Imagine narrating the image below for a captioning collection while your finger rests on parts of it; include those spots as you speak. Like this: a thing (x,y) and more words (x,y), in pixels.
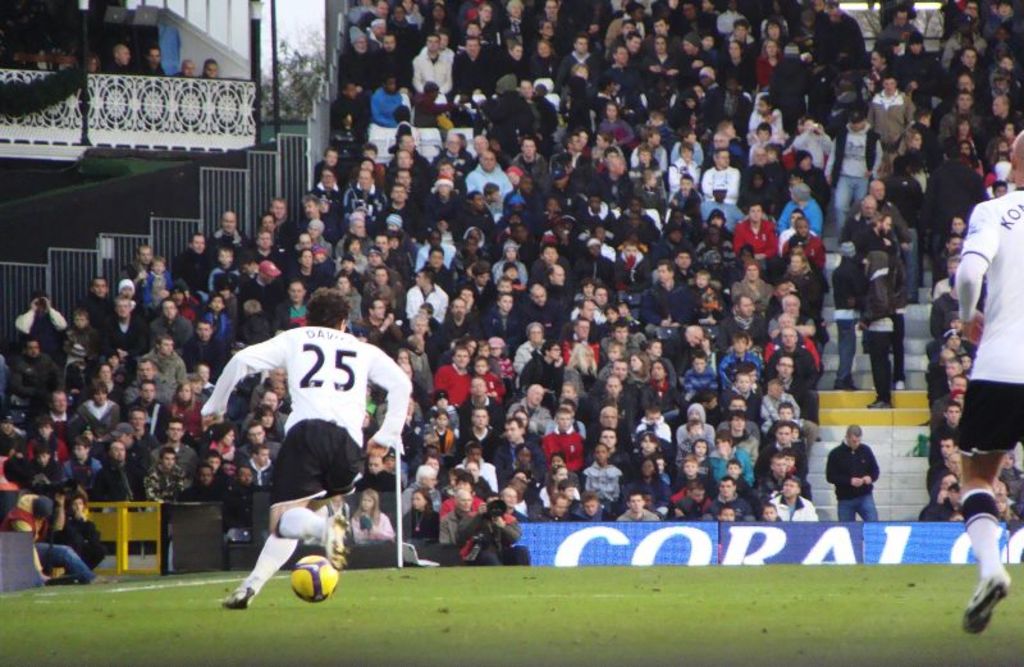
In this image I can see grass ground (540,583) and on it I can see two men (985,611) are running. I can see both of them are wearing sports wear (981,213) and on their dresses (376,371) I can see something is written. Here I can see a yellow football (314,572) and in the background (292,226) I can see many more people (484,191) where few are standing and few are sitting. I can also see a board (586,534) over here and on it I can see something is written.
